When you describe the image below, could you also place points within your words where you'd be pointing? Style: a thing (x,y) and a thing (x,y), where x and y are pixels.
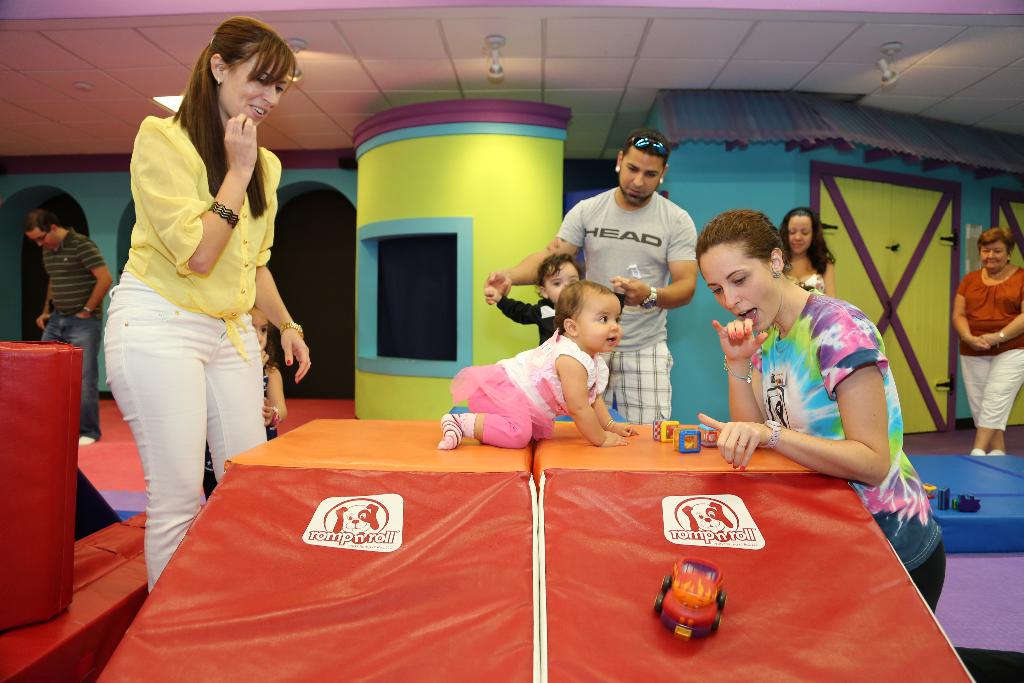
In this image I can see there are persons (921,495) and kids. And there are mats (883,563) and on mat (890,578) there is a car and some toys (945,496). And there are rooms (555,219) and a shed (929,181). And at the top (98,91) there is a ceiling (610,95) with lights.
